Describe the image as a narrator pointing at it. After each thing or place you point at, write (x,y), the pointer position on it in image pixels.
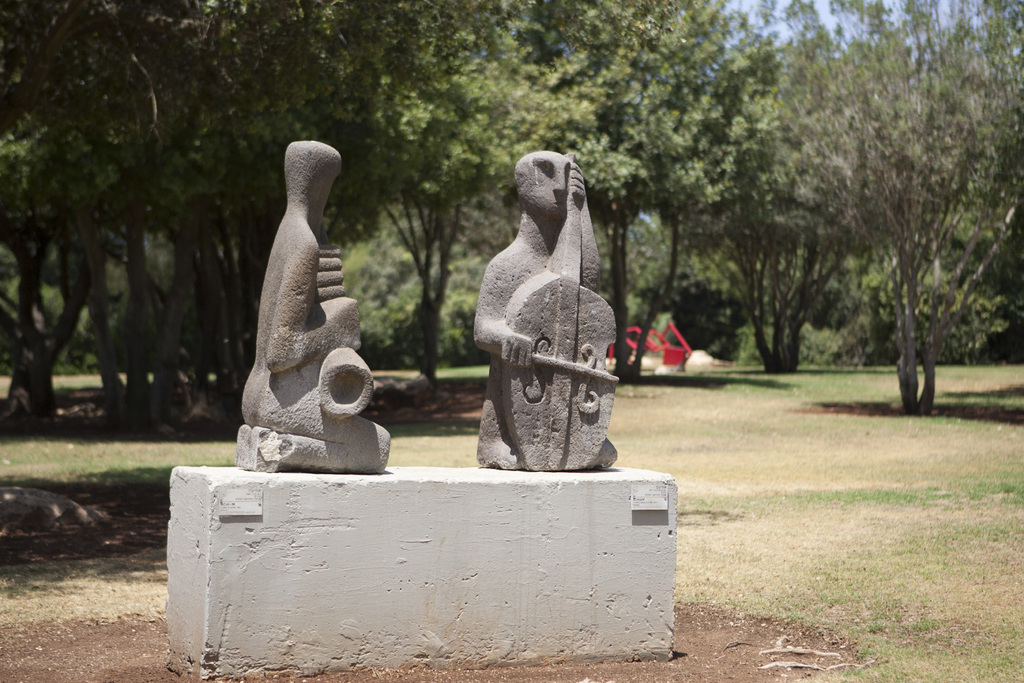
This picture is clicked outside. In the foreground (256,340) we can see the sculptures (300,327) of persons (299,366) holding some objects (363,408) and kneeling. In the background (797,226) we can see the sky (780,24), trees (739,263), plants (699,326), grass (977,373) and some other objects (665,342).
